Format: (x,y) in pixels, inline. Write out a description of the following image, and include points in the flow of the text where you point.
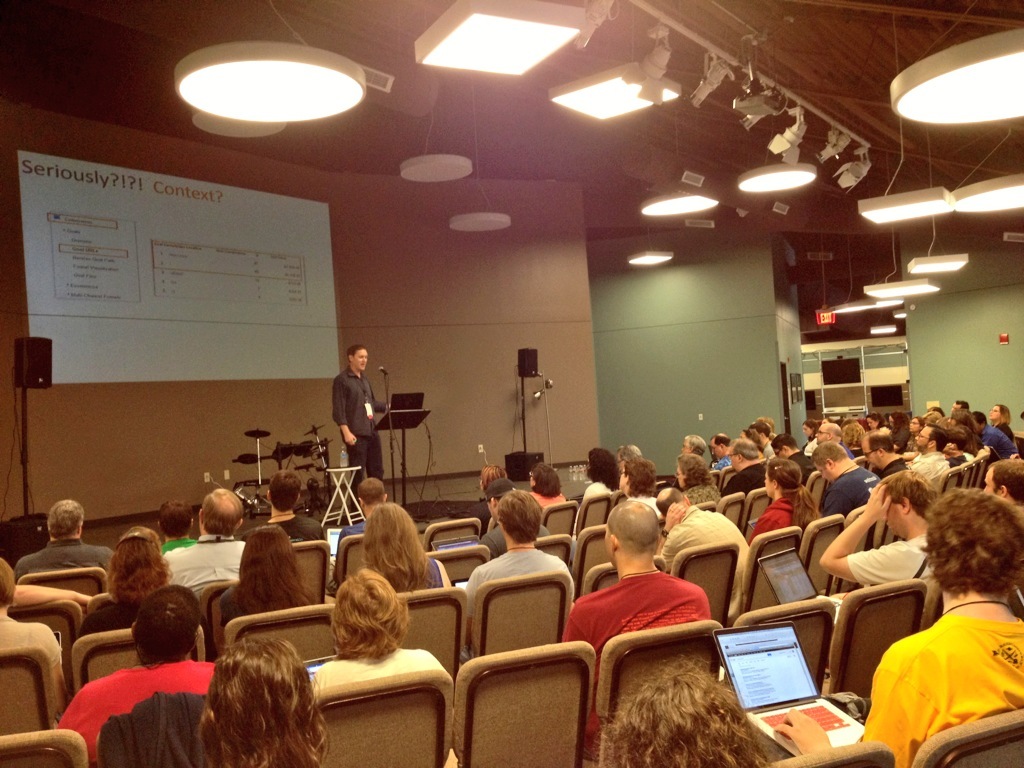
In the center of the image (351,401) we can see person (351,417) standing on the dais (391,488) at the mic (386,396). At the bottom of the image (92,709) we can see persons (402,625) sitting on the chairs (815,603) holding laptops (727,639). At the top of the image (576,107) we can see lights (1001,38). In the background (549,250) we can see screen (232,310), speakers (17,361), televisions (839,368) and wall (928,369).
